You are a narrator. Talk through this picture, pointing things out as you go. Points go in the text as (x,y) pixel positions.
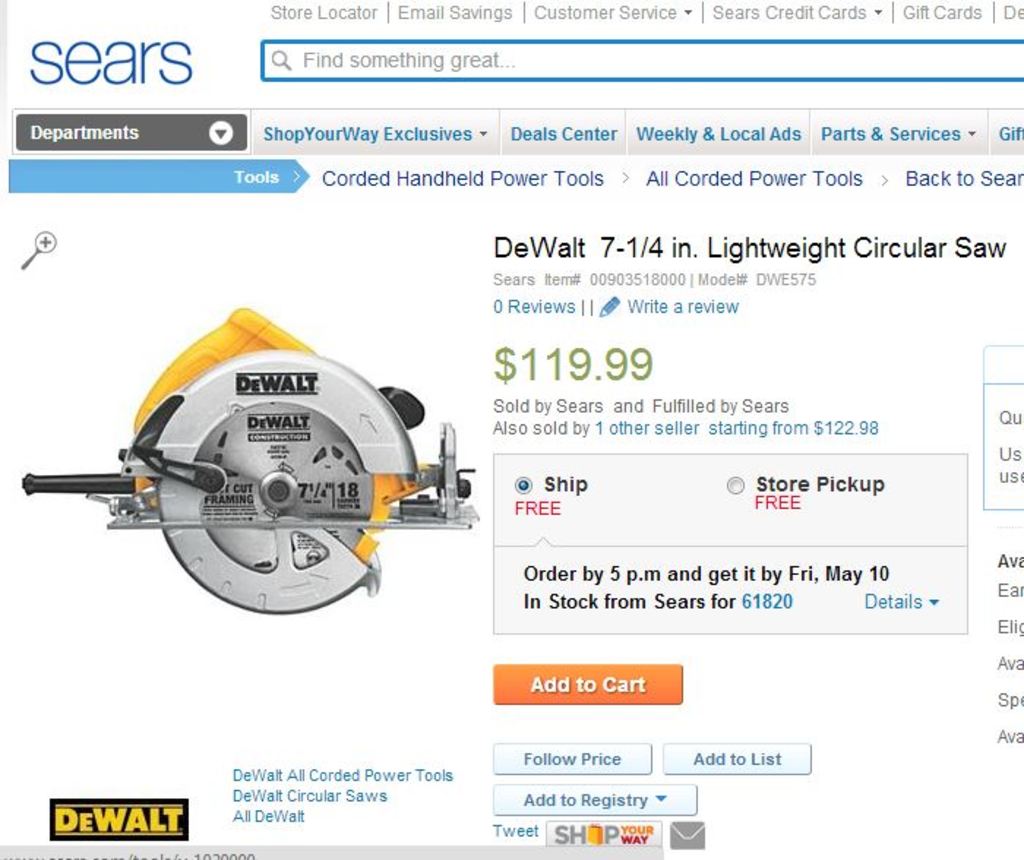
In this picture we can see a web page (519,597), in the web page (648,665) we can find some text (546,250) and a machine (254,513).
